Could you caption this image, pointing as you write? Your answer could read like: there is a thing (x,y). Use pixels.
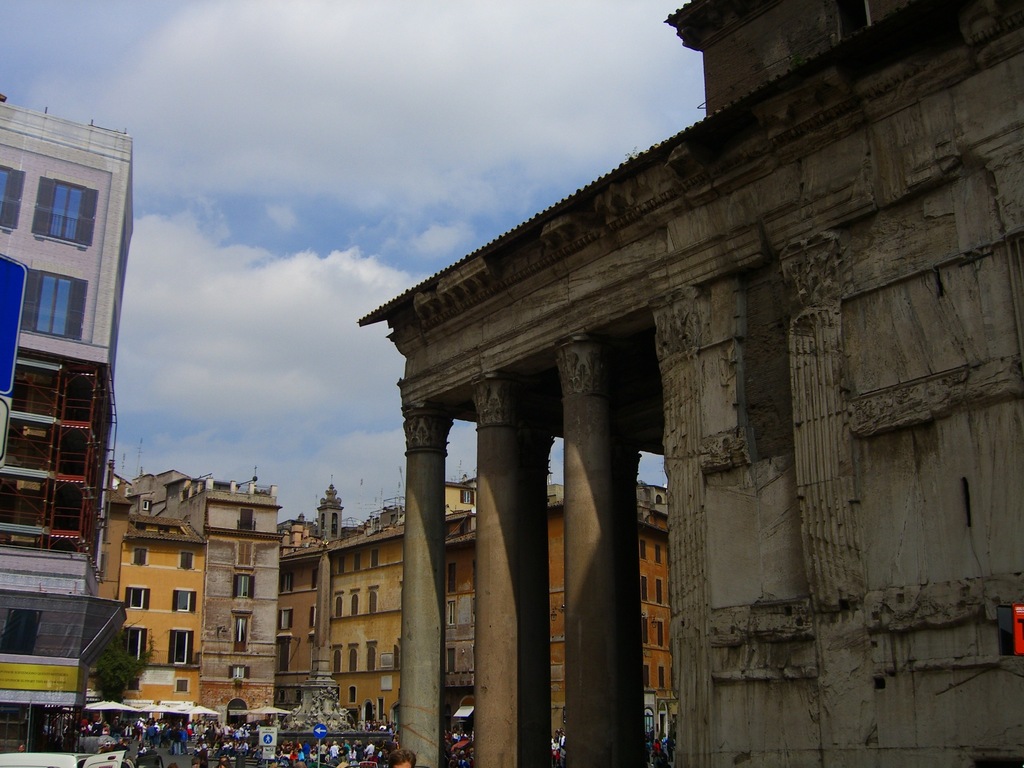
In this picture there are people (365,727) and we can see buildings (774,449), pillars (488,691), boards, poles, patio umbrellas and tree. In the background of the image (323,177) we can see the sky (260,284).
